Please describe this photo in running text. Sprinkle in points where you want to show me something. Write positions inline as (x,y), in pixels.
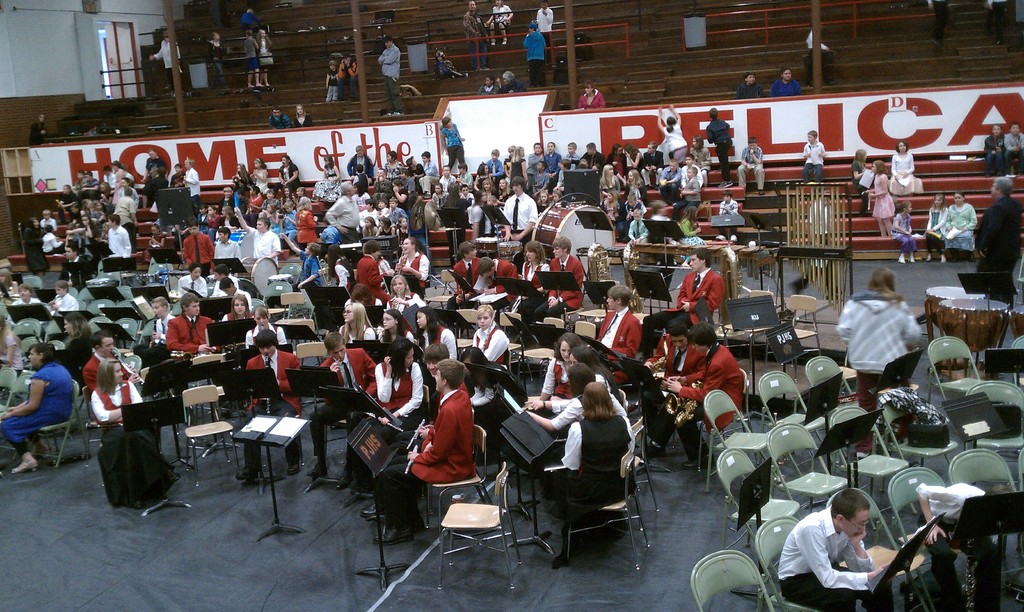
In this picture there is a group of boys and girls (455,435) sitting on the chairs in the stadium ground (467,492) for music class. Behind there are some stadium seats (441,91).
